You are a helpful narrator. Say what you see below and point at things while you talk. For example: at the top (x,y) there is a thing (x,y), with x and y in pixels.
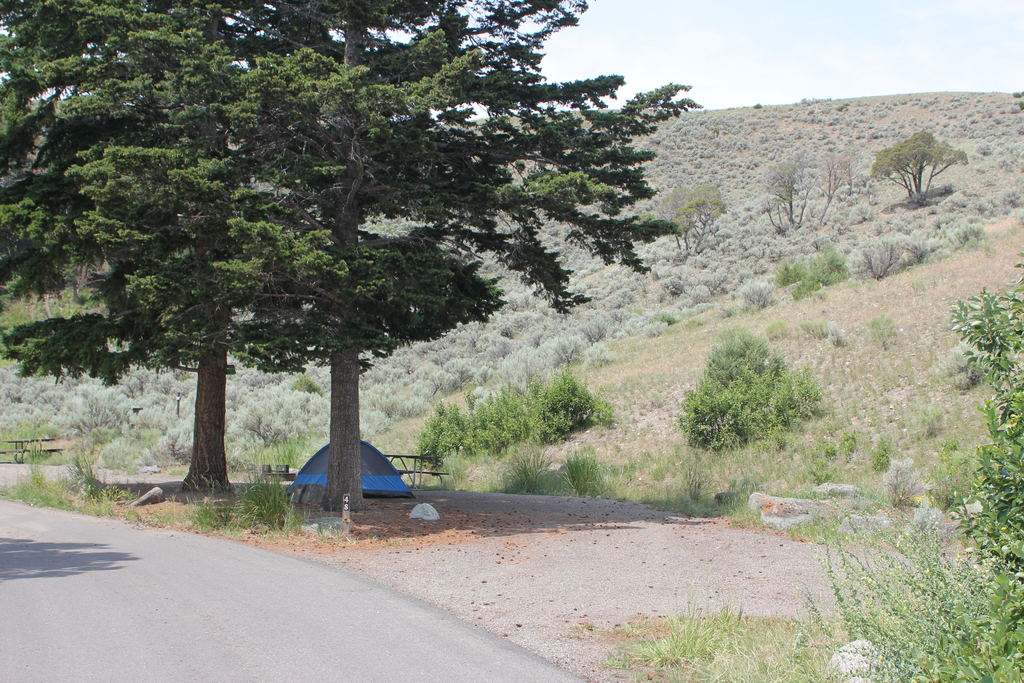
In this picture I can see trees (586,230) and few plants (557,377) on the ground (970,452) and looks like a tent (392,492) on the ground (377,513) and couple of benches (415,479) and I can see a cloudy sky (797,74).
